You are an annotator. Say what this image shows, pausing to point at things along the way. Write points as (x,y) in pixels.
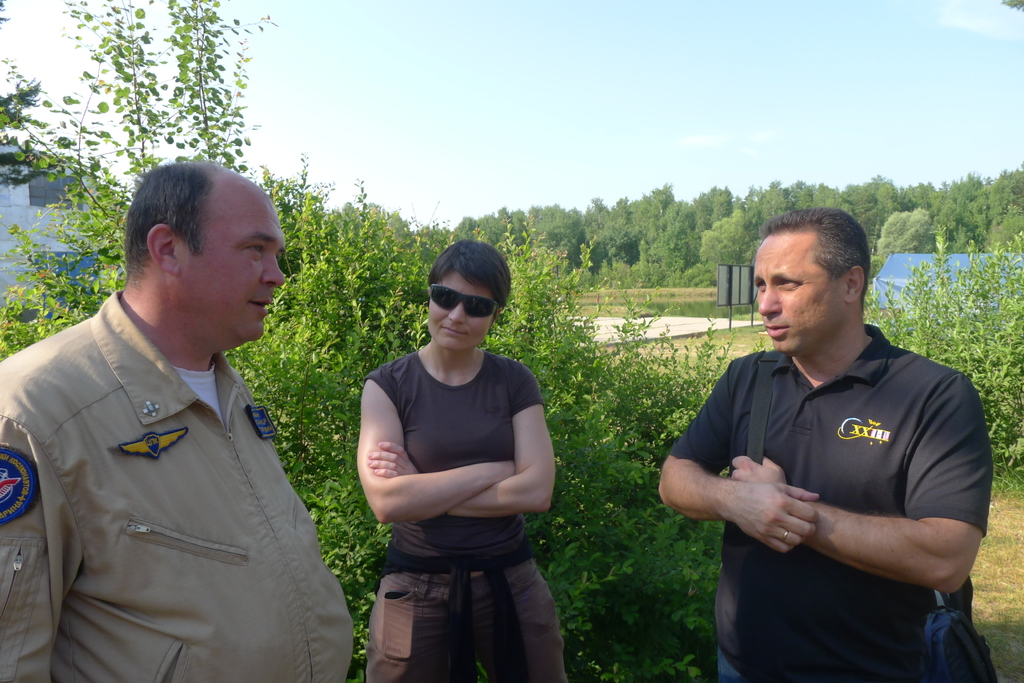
In this image I can see three persons (411,388) are standing on the ground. In the background (587,438) few trees (603,449) which are green in color, a blue colored tent (887,283), a board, a building (7,219) and the sky (452,94).
